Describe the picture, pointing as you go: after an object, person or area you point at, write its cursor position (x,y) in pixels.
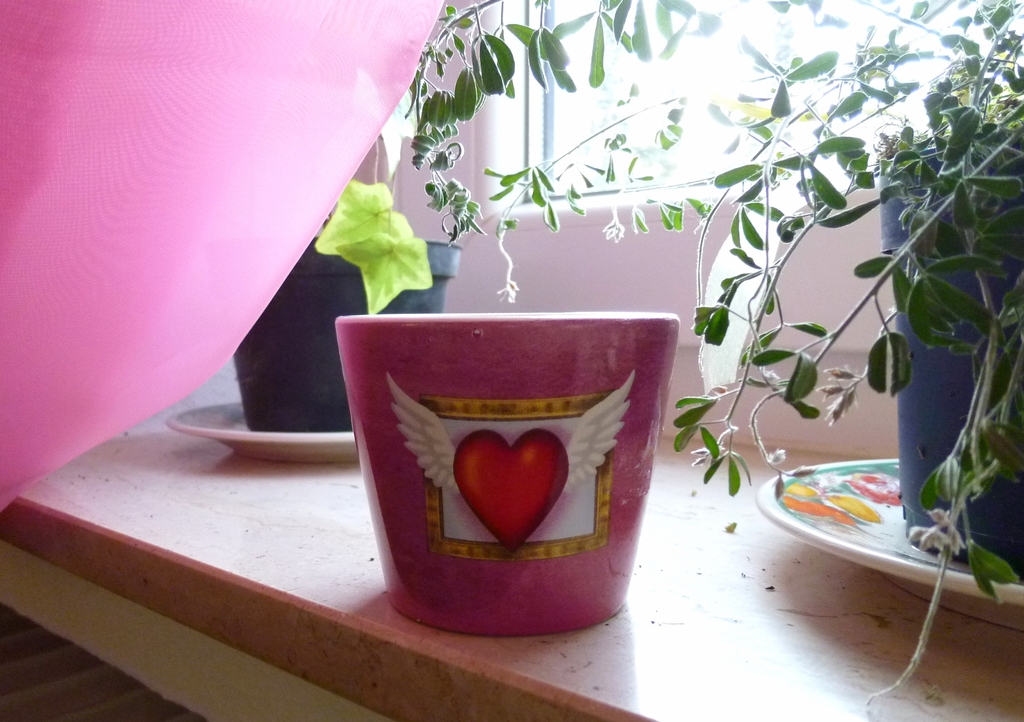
In this picture, we see a pink pot (500,359) with heart shaped symbol (542,494) on it, is placed on the table (604,686). Beside that, we see two plates (800,487) on which flower pots (310,382) are placed. These flower pots (331,309) are placed on the table (811,617). Behind that, we see a white wall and a glass window (585,112). In the left top of the picture (292,134), we see a cloth (109,185) in pink color.
